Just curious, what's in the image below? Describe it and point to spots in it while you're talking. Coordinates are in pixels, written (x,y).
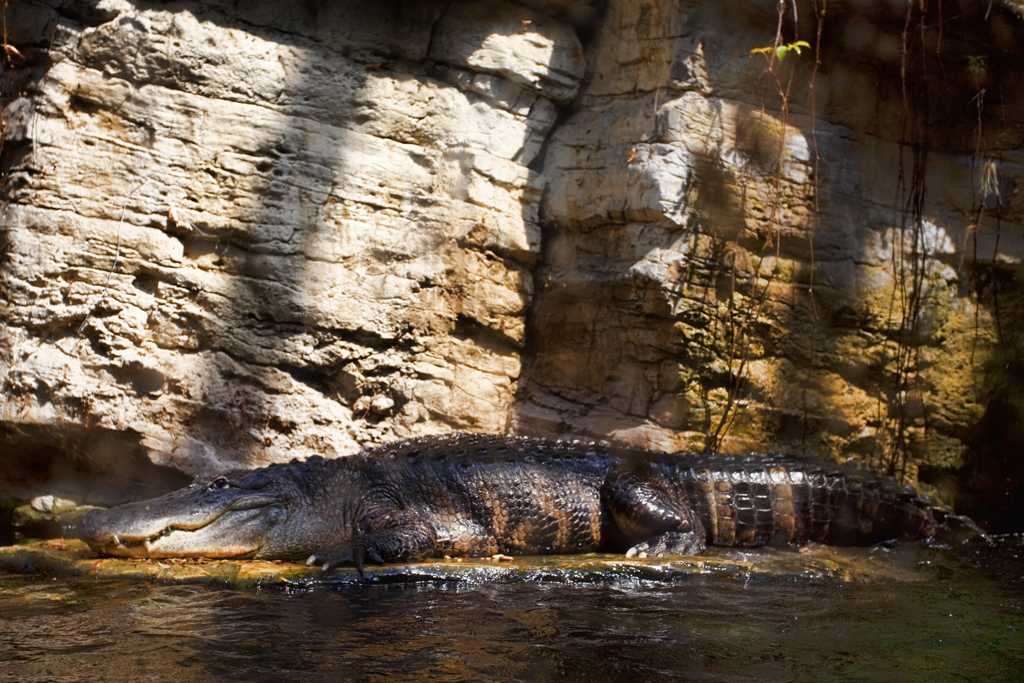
In this image we can see a crocodile (852,538) on the ground (410,565). In the foreground (829,575) we can see water (287,631). In the background (994,413), we can see the rock (315,139).
